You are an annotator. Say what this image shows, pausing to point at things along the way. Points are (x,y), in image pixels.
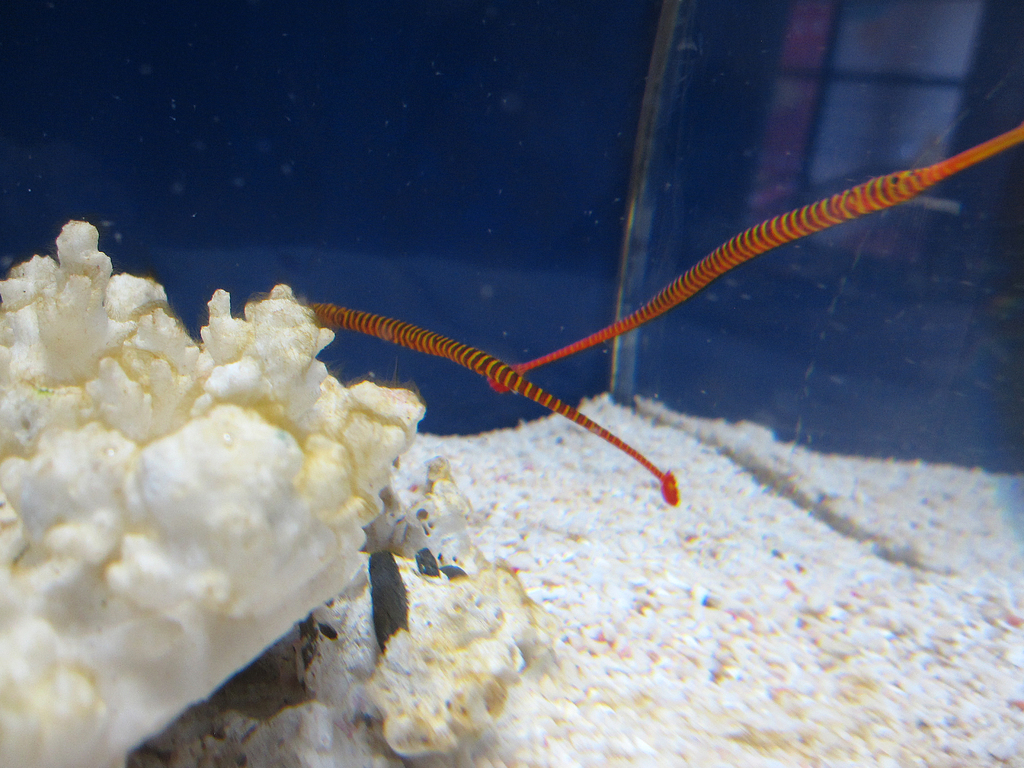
In this picture we can see corals (242,382), sand particles (573,582), water (508,414) and fish (503,373) in an aquarium (775,207).
